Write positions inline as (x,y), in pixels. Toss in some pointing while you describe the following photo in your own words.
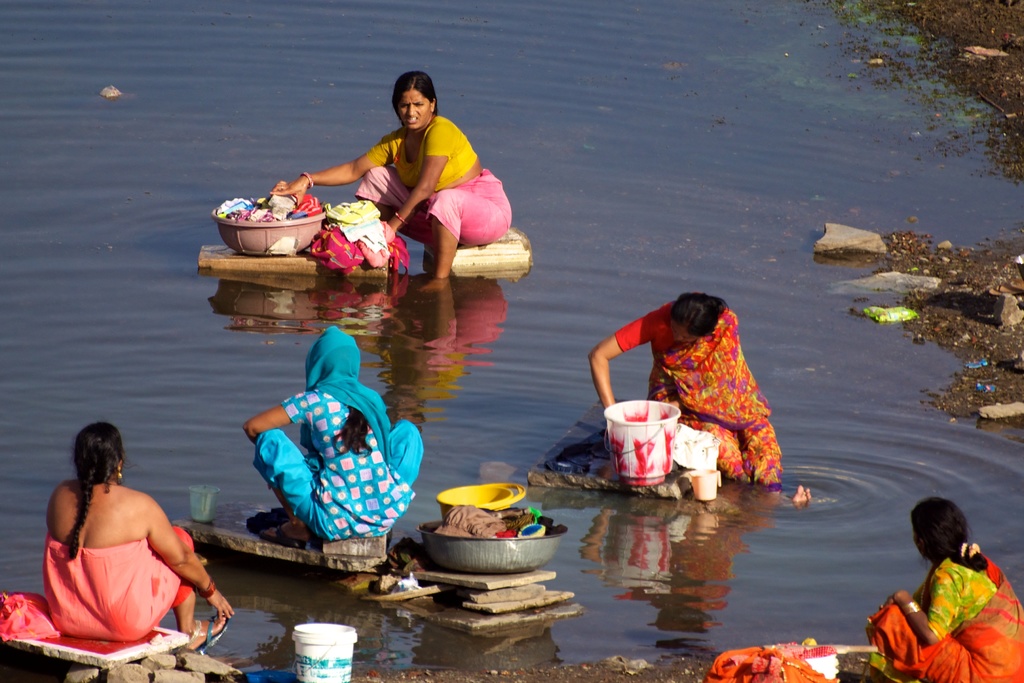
In this image, we can see some women (1020,648) washing the clothes (369,220), we can see water (676,202).
